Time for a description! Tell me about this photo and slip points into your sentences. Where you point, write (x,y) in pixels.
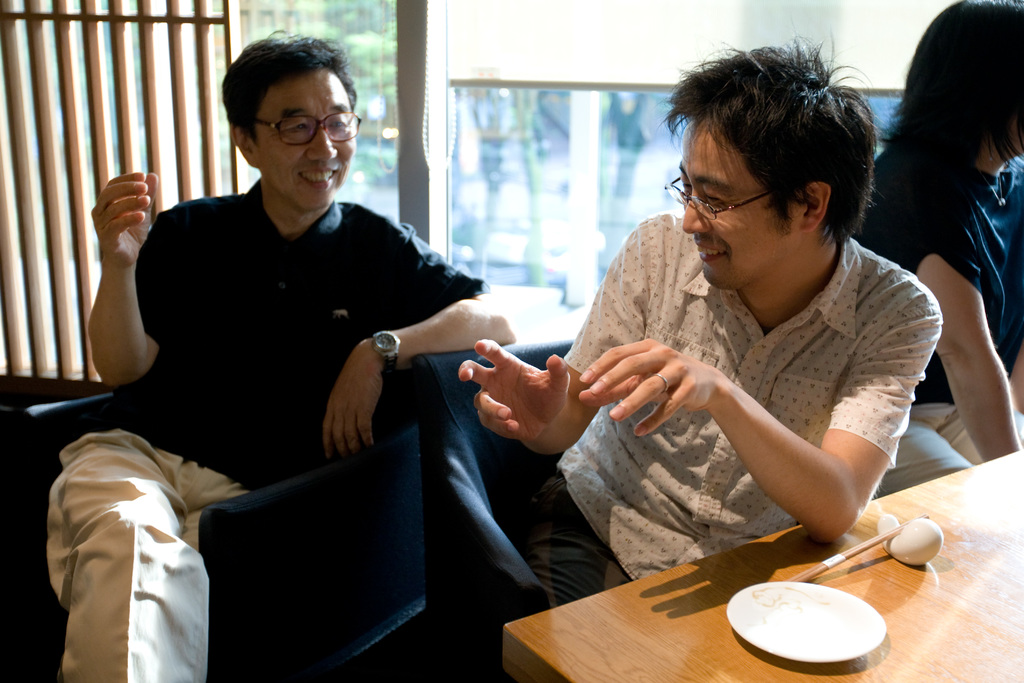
In this picture there are people (283,366) those who are sitting in the center of the image (352,366) and there is a table (720,682) at the bottom side of the image (846,567), on which there is a saucer (828,636) and there are glass windows (449,97) in the background area of the image (389,172).
